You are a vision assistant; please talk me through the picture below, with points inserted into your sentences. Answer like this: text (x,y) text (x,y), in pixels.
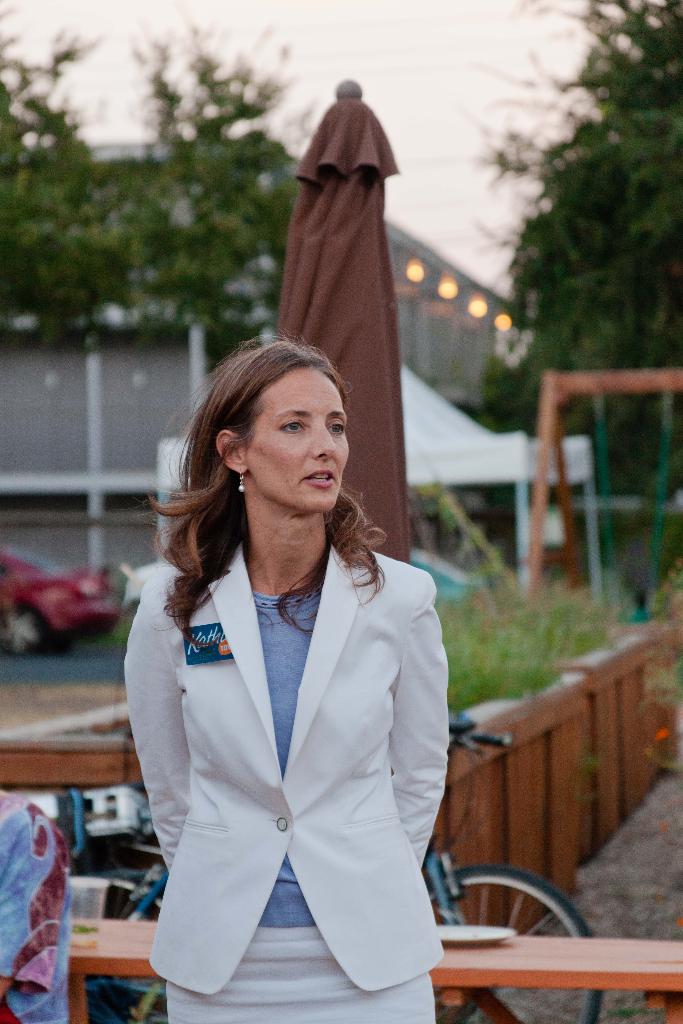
In this image there is a lady (420,914) in white dress (318,864) standing behind her there is a closed tent (381,393) and car (76,586) on road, also there is a building (21,452) and trees (564,331).
